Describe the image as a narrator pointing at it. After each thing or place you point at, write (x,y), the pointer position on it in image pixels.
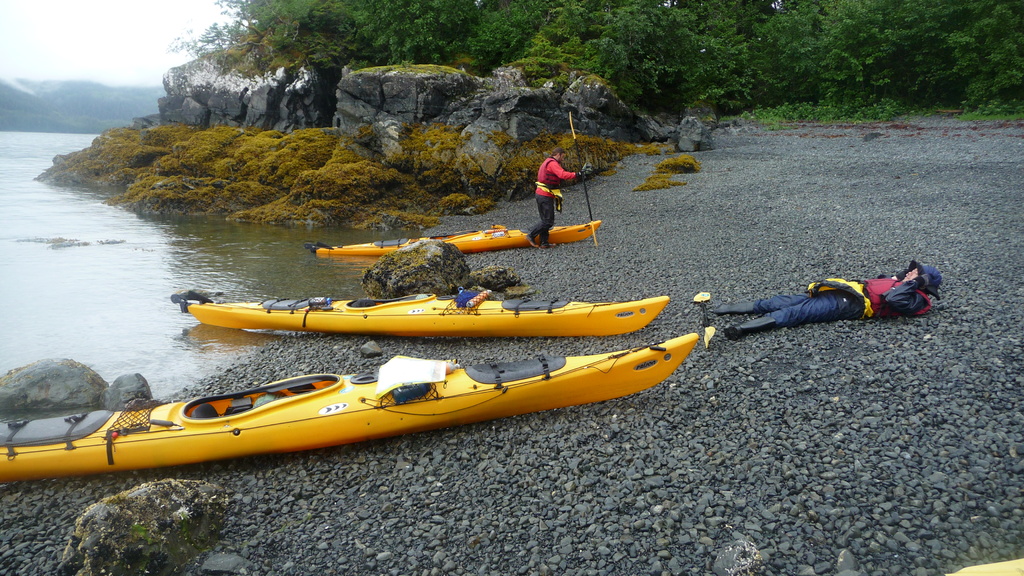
In this image I can see few boats (577,307), they are in yellow color and I can also see two persons (550,212). The person (549,167) in front is wearing red shirt (548,180), black pant (545,200) and holding a stick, background (54,194) I can see the water (155,316), trees (683,51) in green color and the sky (130,59) is in white color.
